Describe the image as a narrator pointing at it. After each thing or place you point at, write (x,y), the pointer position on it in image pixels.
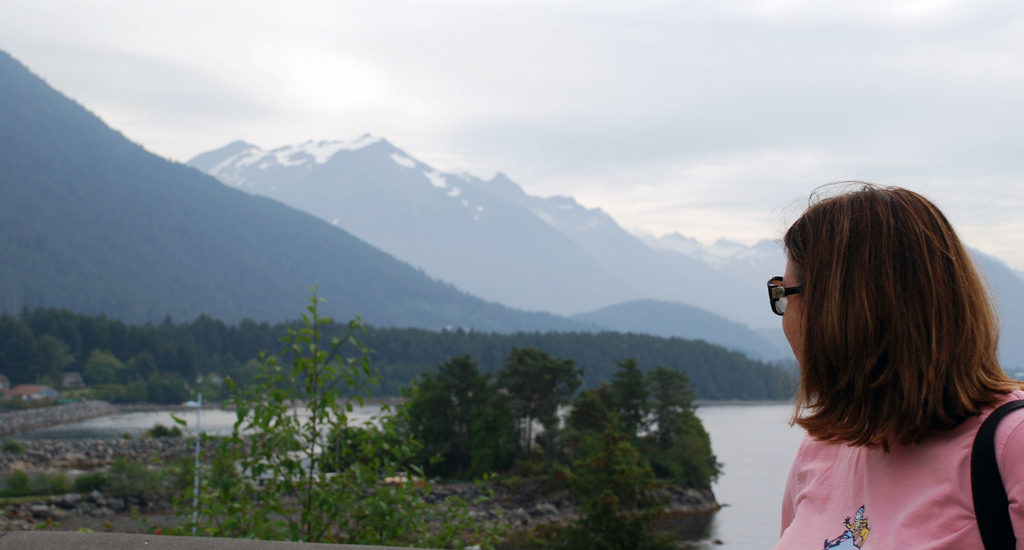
In this image I can see a woman (880,195) on the right side (834,549) and I can see she is wearing pink colour dress (809,466) and a specs (771,279). I can also see a black colour thing (990,423) on her shoulder (1011,421). In the background (271,482) I can see number of trees (5,358), few buildings (46,389), mountains (666,240) and the sky (614,78).
